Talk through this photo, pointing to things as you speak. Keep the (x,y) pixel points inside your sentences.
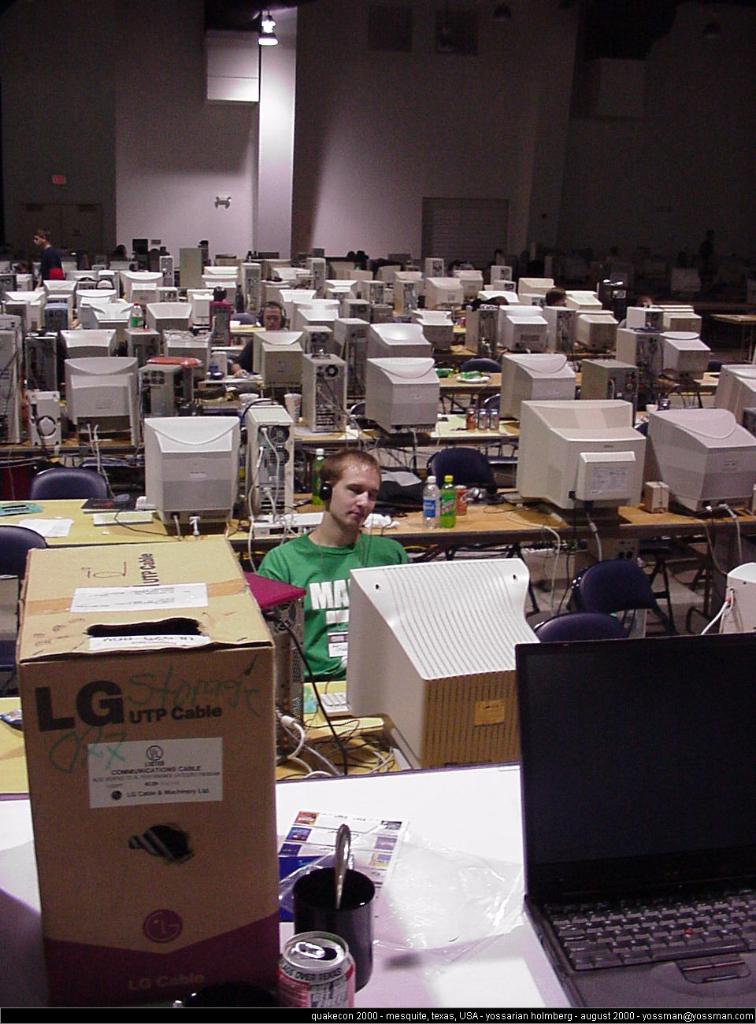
In this image, we can see computers (249,475). There is a person (359,524) in the middle of the image (319,566) sitting in front of the computer (391,620). There is a table (428,833) at the bottom of the image (582,779) contains a laptop (572,864), box (188,736), tin (312,983) and cup (338,927). There is a light (274,32) at the top of the image (262,37).
